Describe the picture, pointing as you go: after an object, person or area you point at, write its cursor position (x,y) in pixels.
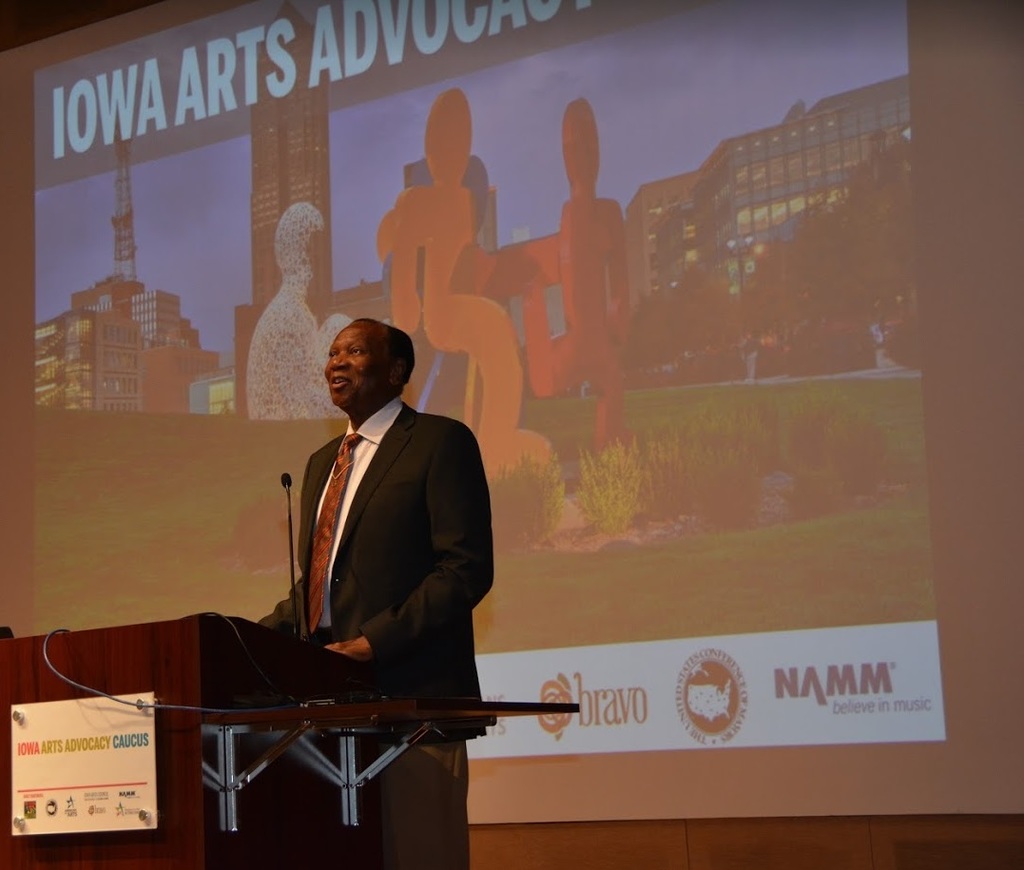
In this image I can see a man (335,580) is standing and I can see he is wearing formal dress (380,559). In the front of him I can see a mic (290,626), a podium (145,625) and on the front side of the podium (55,692) I can see a white colour board (91,698). I can also see something is written on the board (54,778). In the background (599,74) I can see a screen (222,558) and on it I can see something is written.
